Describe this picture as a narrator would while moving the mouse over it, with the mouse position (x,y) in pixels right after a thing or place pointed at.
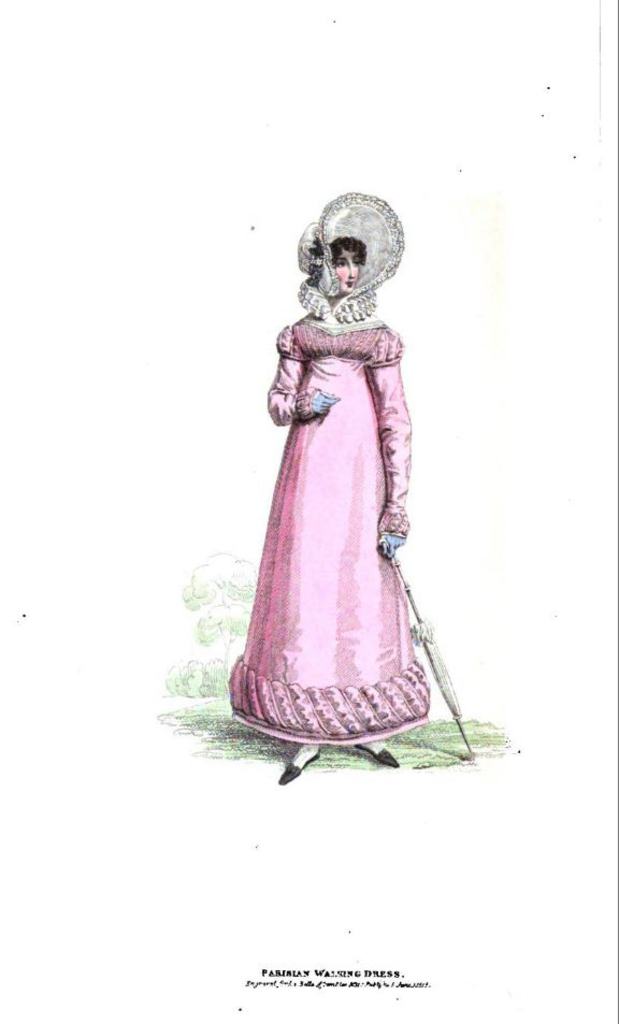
In this image there is a painting (295,350) of a lady (355,382) wearing pink gown (352,368) and hat (378,240). She is holding an umbrella (450,705). In the background (221,598) there are trees (228,591). At the bottom (277,973) there are some texts (293,973).
